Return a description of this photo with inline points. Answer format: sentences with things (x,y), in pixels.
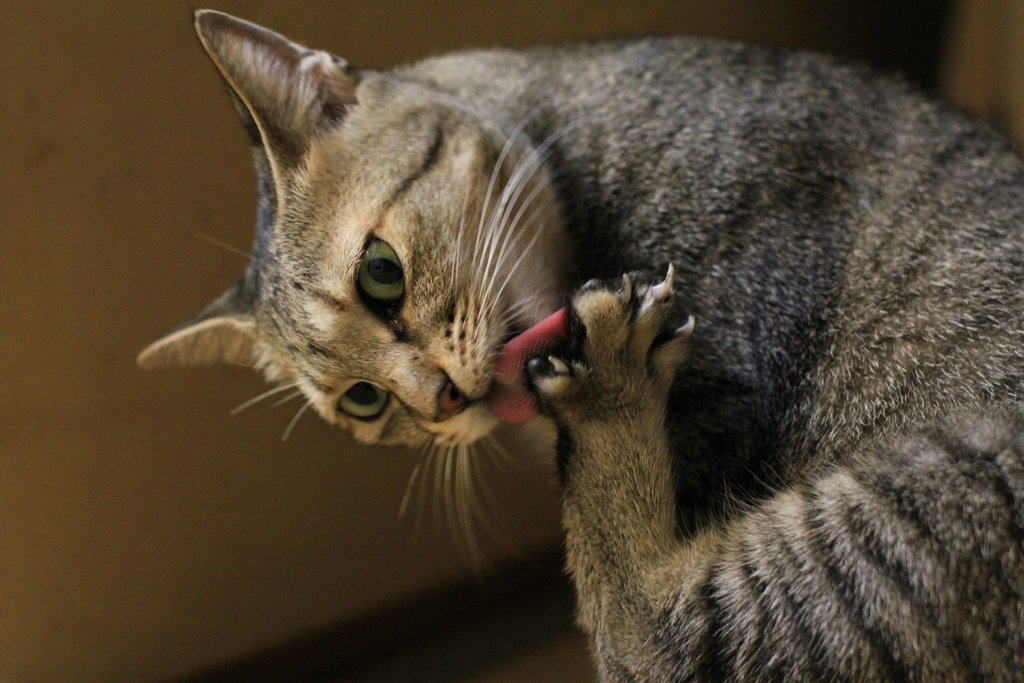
This picture consists of a cat (558,292) and the cat (513,344) licking its paw (596,367).
